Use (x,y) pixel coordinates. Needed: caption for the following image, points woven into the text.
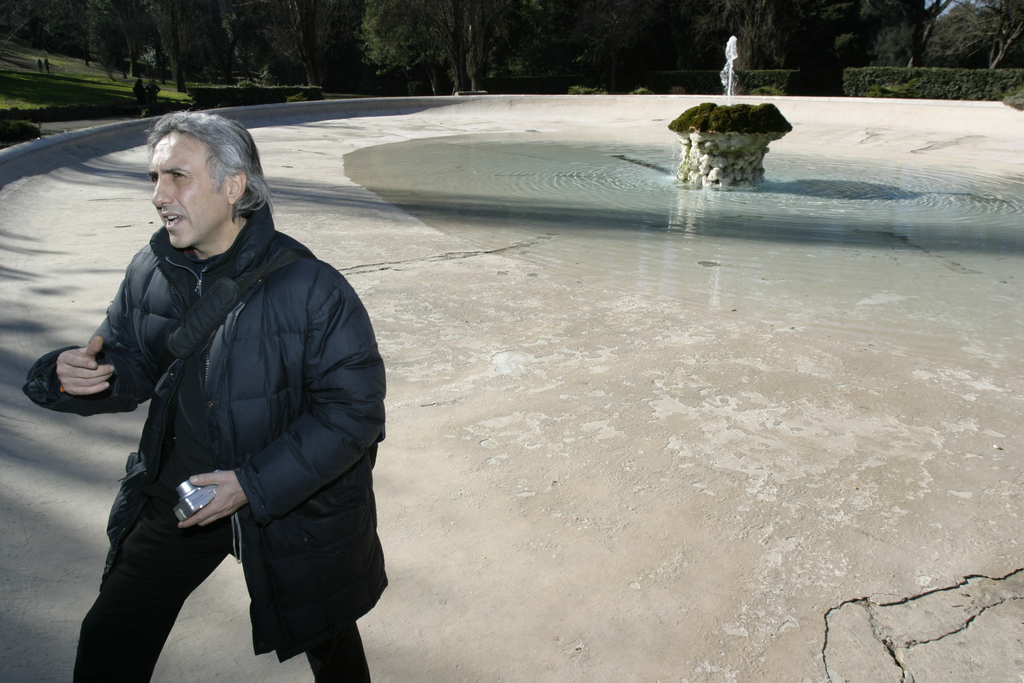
In this image we can see there are people (249,317) standing on the ground (127,76) and holding a camera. And there is a fountain (725,142) with grass (726,123) and water (546,181) on the ground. At the back (742,30) there are trees (497,30).
